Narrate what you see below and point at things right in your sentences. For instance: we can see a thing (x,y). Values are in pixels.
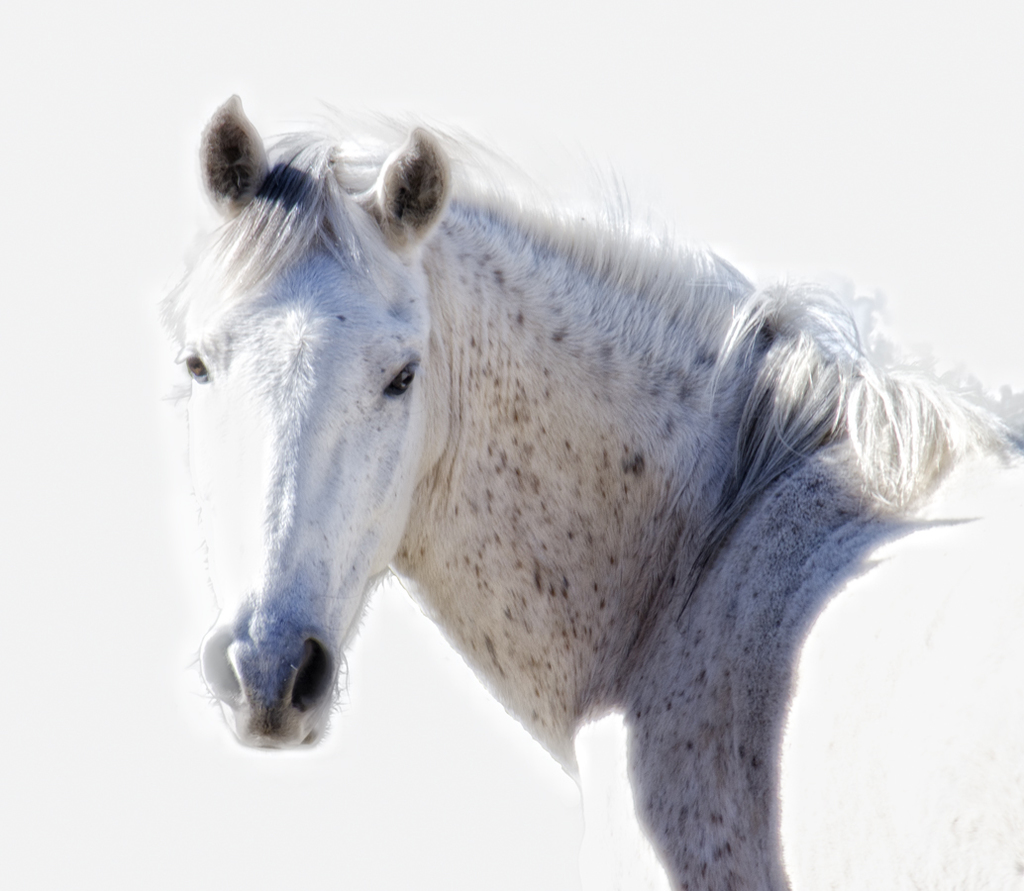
In this image, we can see a horse (679,506) on the white background.
